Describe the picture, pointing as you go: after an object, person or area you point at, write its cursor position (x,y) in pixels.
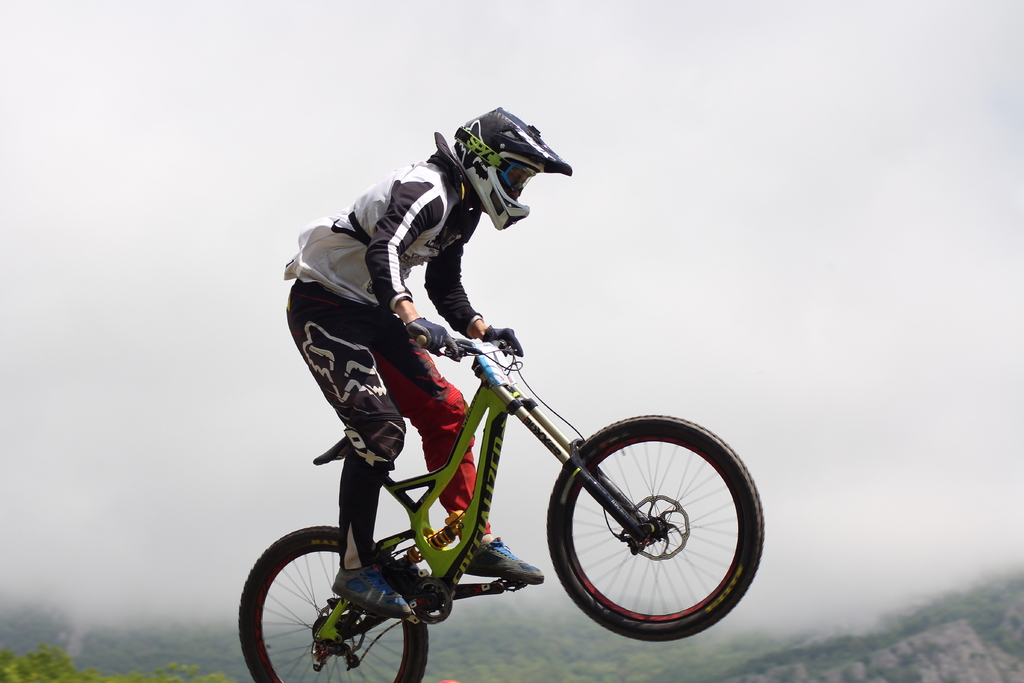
In this picture, we can see a man (398,268) is jumping with the bicycle (412,519) in the air (397,519) and behind the man (369,536) there are trees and a sky (180,285).
